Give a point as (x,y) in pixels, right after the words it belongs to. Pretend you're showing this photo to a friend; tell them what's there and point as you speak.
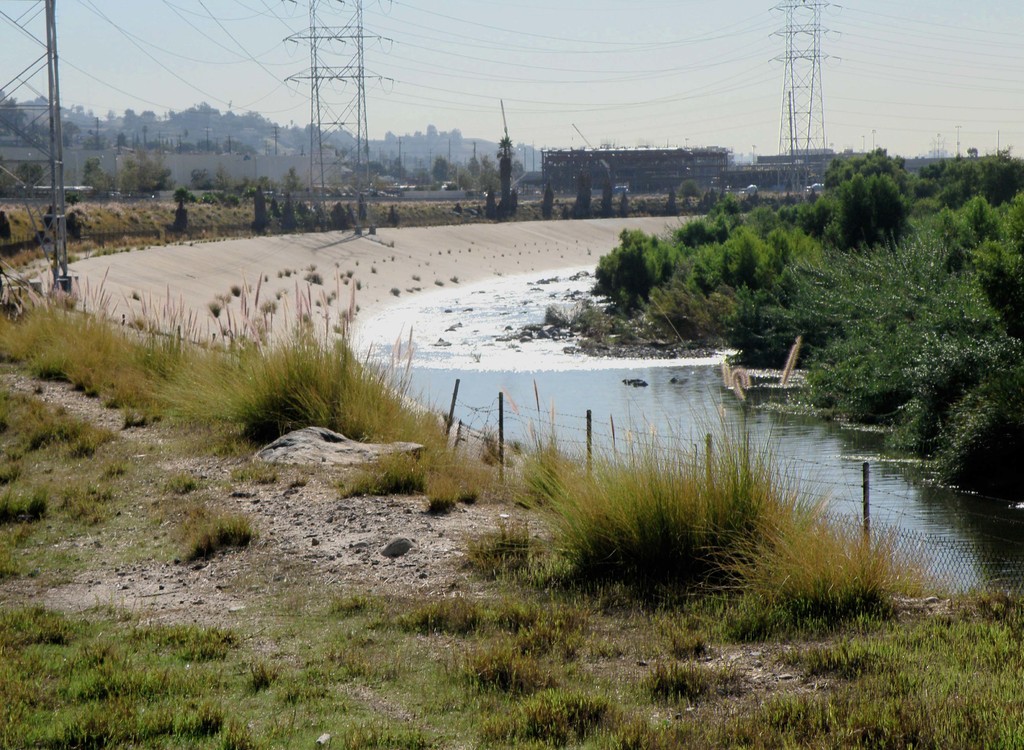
In this image there is a drainage (506,327) in the middle (558,343). Beside that there are trees (882,309). In the background (820,123) there are towers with the wires (719,111). On the left side (216,494) there is a ground (258,483) on which there are grass (133,555) and stones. At the top (595,21) there is sky (559,17).
